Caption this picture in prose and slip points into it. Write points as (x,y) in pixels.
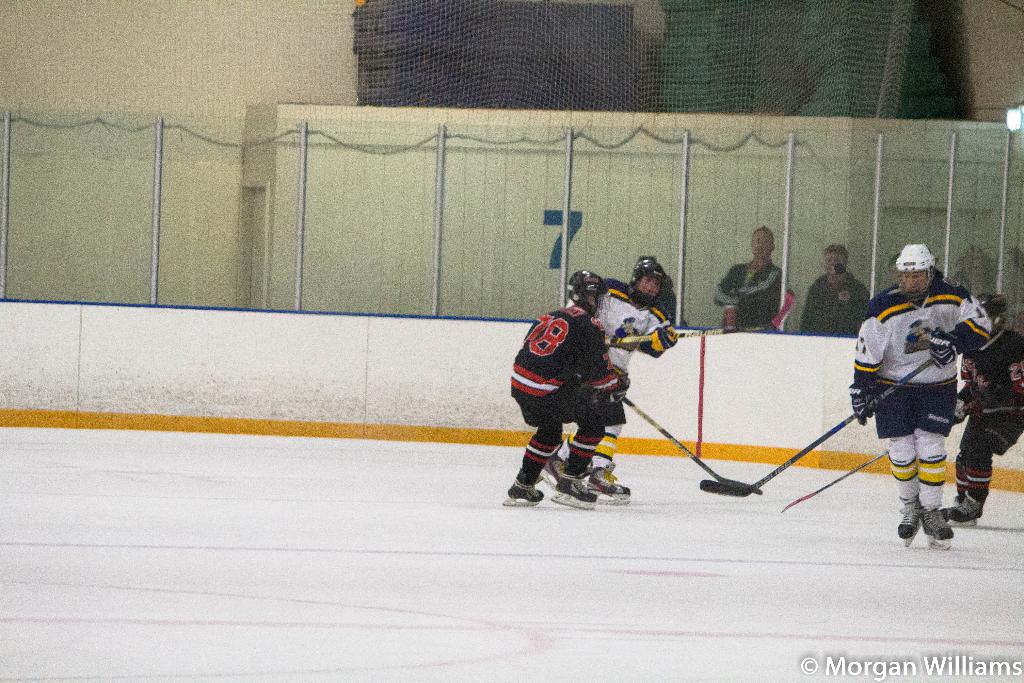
At the bottom of the image (546,590) there is ice (784,519). In the middle of the image (648,262) few people (922,285) are doing skating and holding sticks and playing ice hockey. Behind them there is fencing (490,140). Behind the fencing (777,244) few people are standing and watching. At the top of the image (197,103) there is a wall (807,262).
